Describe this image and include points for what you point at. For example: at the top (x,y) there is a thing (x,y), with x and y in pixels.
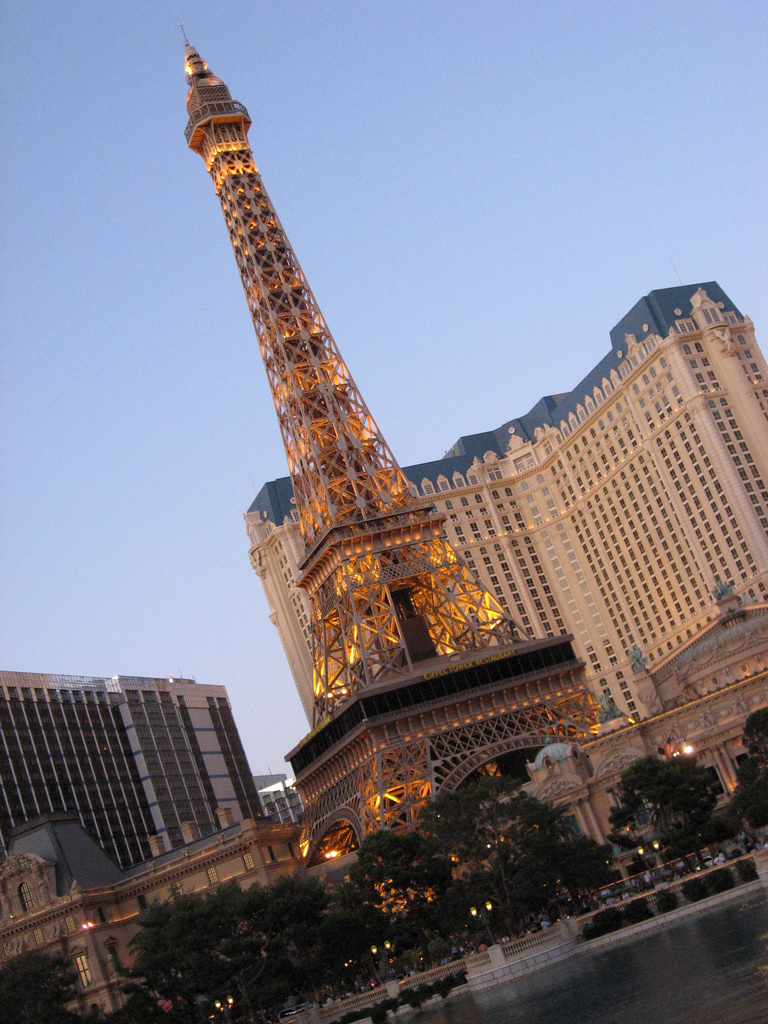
In this image in front (730,1019) there is water (612,997). There are plants (663,890). There are trees (479,864). There are lights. In the center of the image (397,537) there is a Eiffel tower (375,774). In the background of the image (39,768) there are buildings (39,768) and sky (567,68).
